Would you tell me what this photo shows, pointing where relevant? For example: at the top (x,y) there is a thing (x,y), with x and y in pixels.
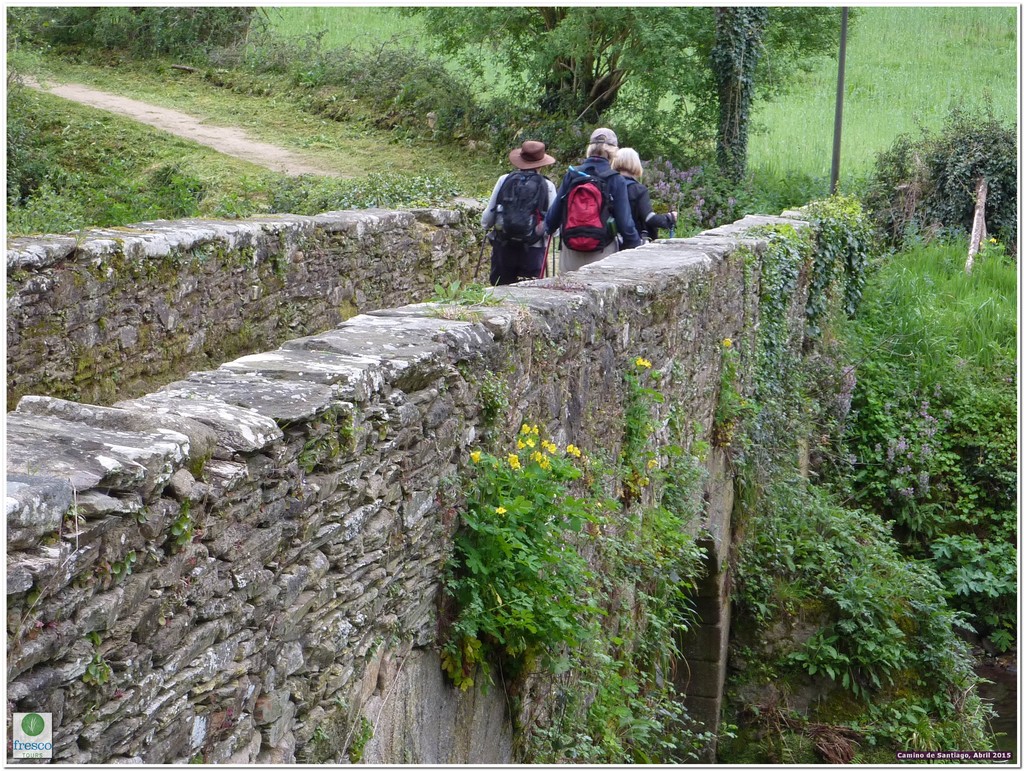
In this image I can see few people (628,156) are wearing bags (531,207). I can see few trees (1003,167), wall (325,645) and few yellow color flowers (536,453) to the plants (527,469).
